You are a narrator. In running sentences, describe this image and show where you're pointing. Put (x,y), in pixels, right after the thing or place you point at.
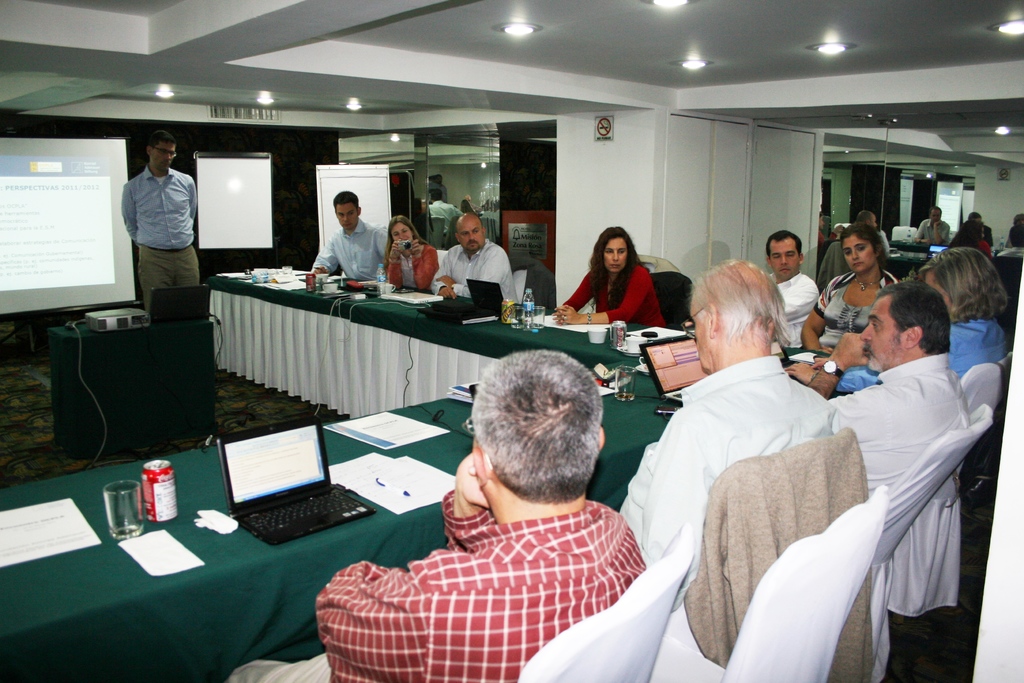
In this picture we can see a group of people (410,628) sitting on chairs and in front of them there is table (28,577) and on table (83,586) we can see papers (61,516), glass (118,496), tin (156,487), laptop (248,465), cup (602,332), bottle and in left (197,325) person (182,226) is standing with projector (134,311) beside to him on table (137,351) and in background (114,178) we can see screen (122,301), wall (528,168), glass (842,170), lights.
